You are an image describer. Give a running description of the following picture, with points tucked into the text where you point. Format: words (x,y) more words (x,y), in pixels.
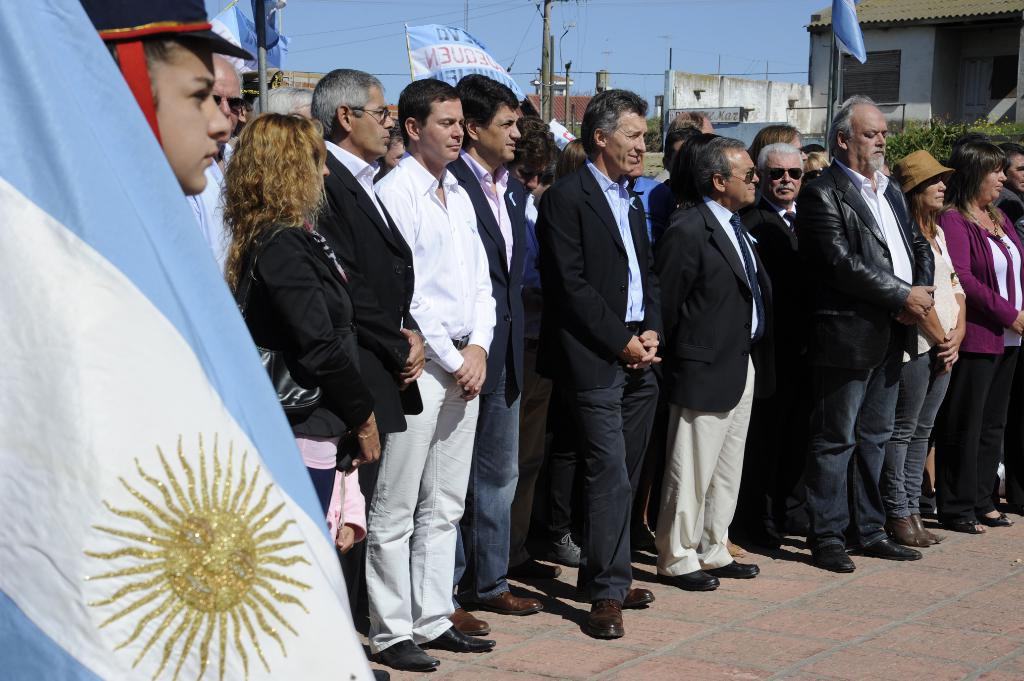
In the picture we can see some people (850,490) are standing on the path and besides them, we can see some flag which is white and blue in color and in the background (475,50) also we can see some flags (472,50), poles (544,46), buildings (748,128) and sky (620,53).
